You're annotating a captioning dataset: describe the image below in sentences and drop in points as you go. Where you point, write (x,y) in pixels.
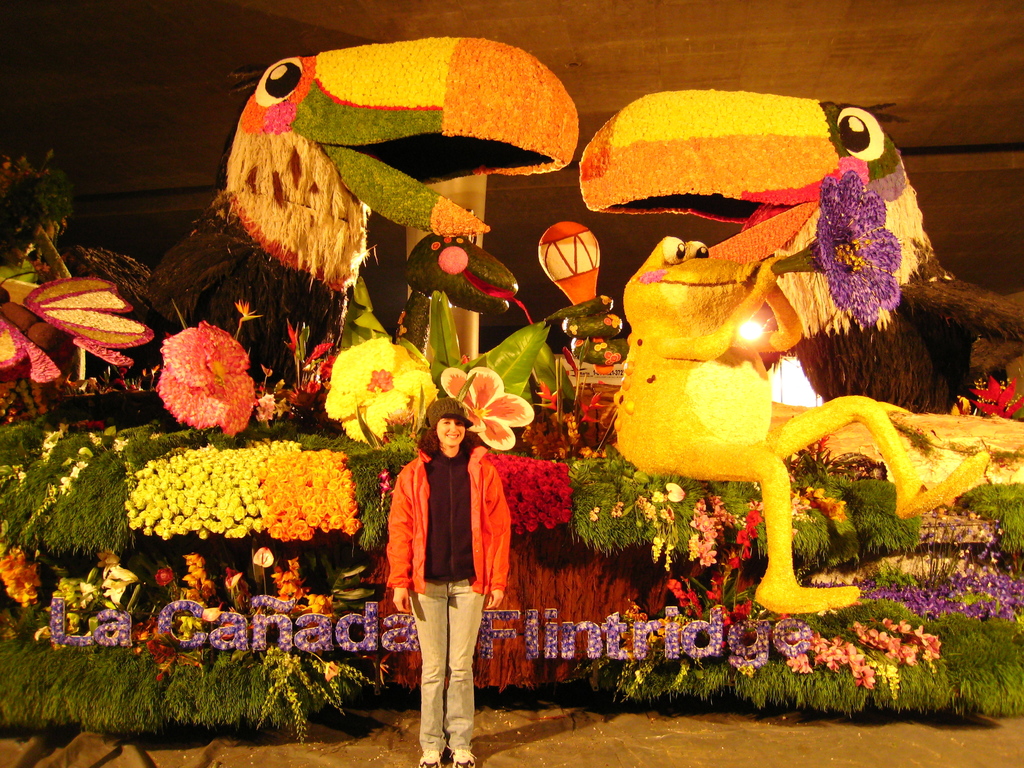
In this image we can see a woman (451,572) standing on the ground (485,725) wearing orange coat (481,528) and the cap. In the background (632,636) we can see group of flowers (512,414), leaves (153,456) are carved in the shape of some animals (773,453).
